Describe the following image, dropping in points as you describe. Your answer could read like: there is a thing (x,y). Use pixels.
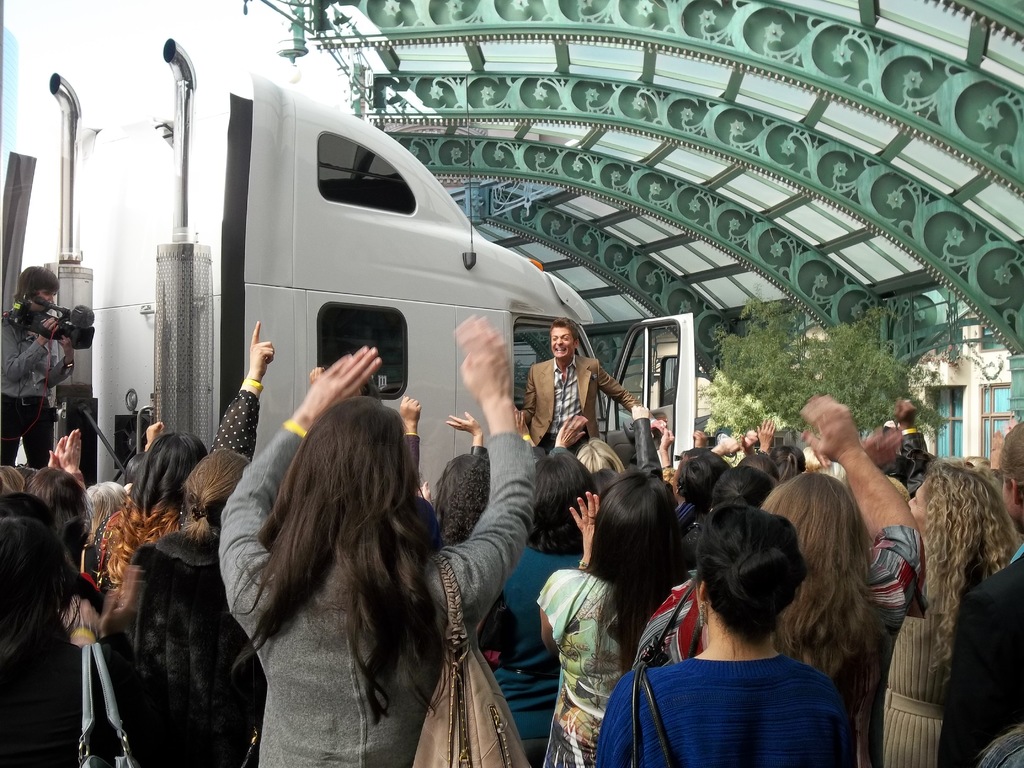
In this image there is a man (575,341) who is standing in the truck (530,323) by opening its door (654,373). In front of him there are so many spectators (463,493) who are waving their hands (358,383). In the background (762,373) there are trees (772,370). On the left side (47,352) there is a cameraman (41,374).
